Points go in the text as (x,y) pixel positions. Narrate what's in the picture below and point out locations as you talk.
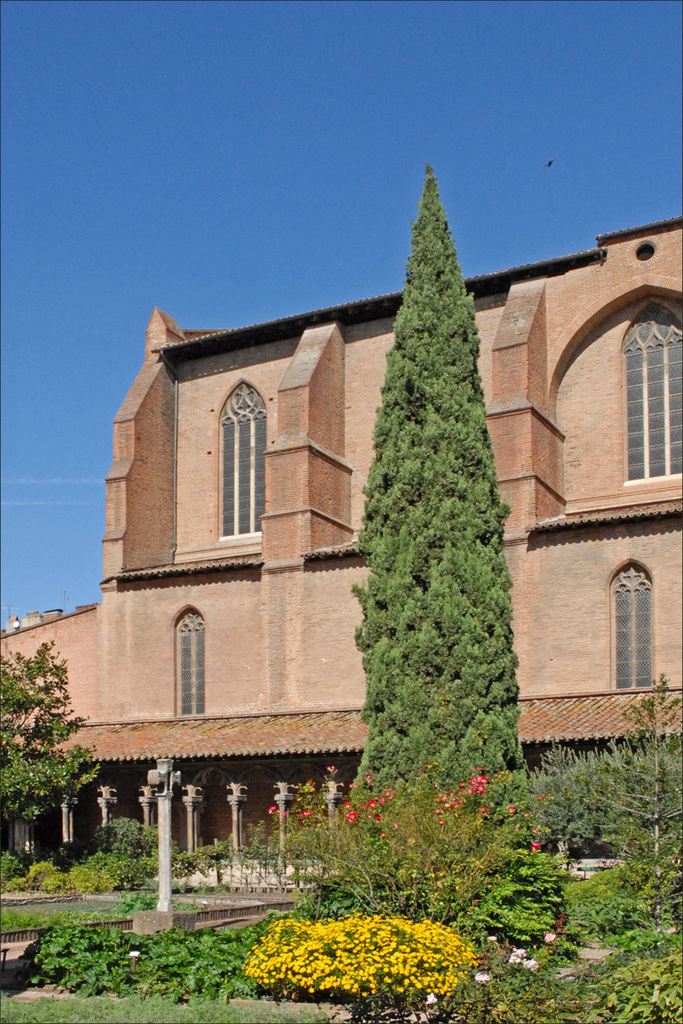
This picture consists of a building (247,624), in front of the building (666,476) there are poles (190,807), plants (228,946) and flowers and trees (58,682), at the top (125,163) I can see the sky (233,153).
